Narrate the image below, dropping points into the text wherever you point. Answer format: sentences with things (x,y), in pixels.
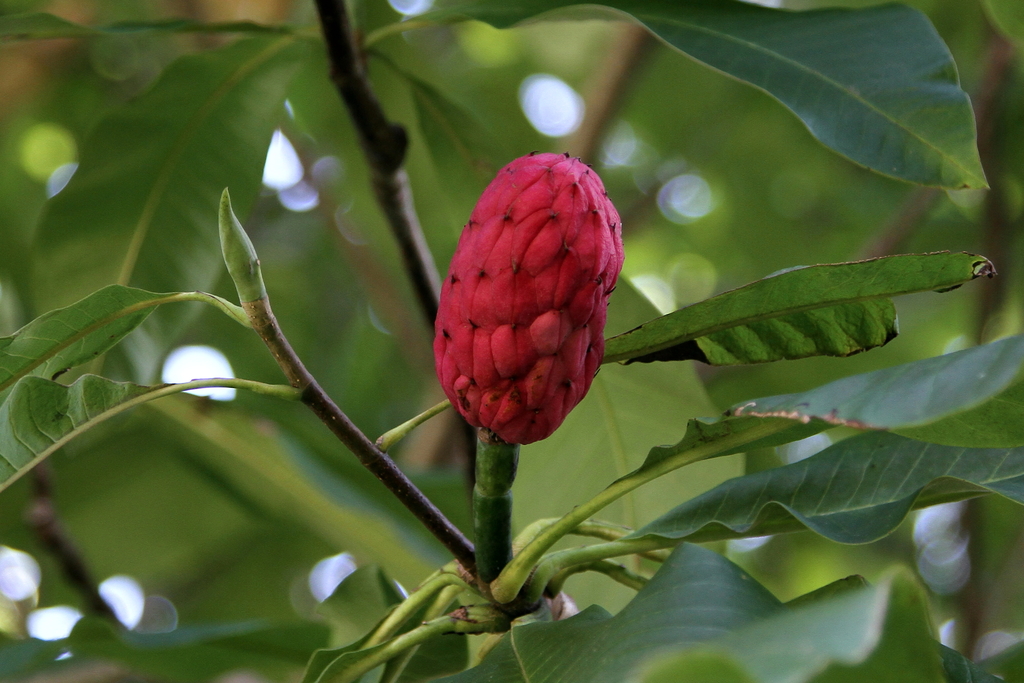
In front of the image there is a stem (483,550) with leaves (752,304) and a bud (500,292). Behind the bud (471,248) there are leaves (245,132) and also there is a green color blur background (947,225).
